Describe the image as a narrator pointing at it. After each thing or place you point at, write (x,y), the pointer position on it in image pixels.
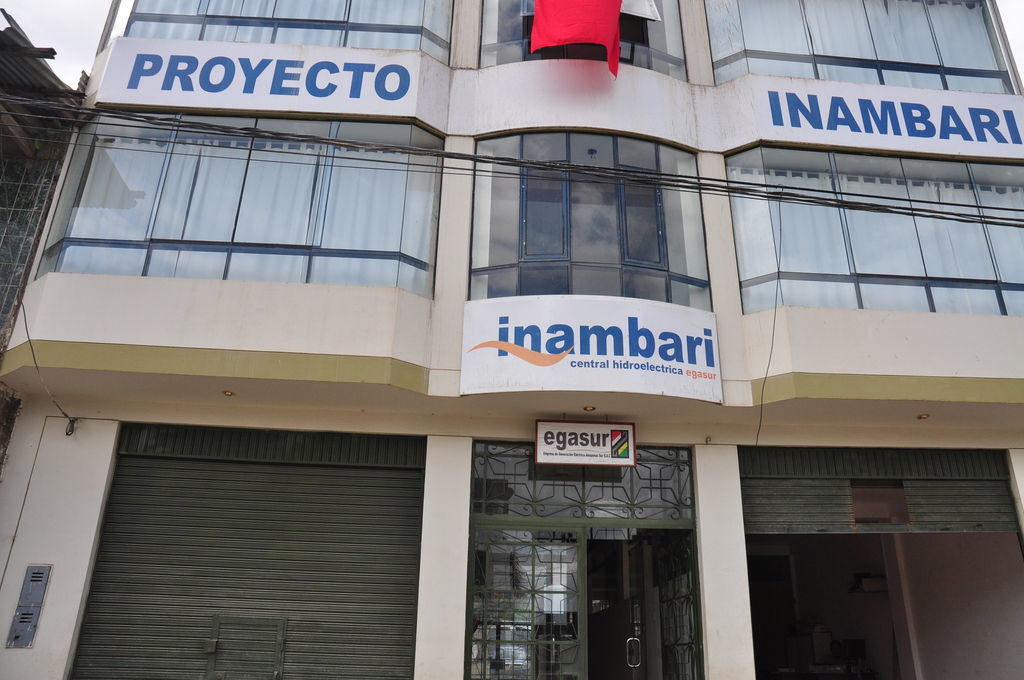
In the image there is a building (495,204) and below the building (474,403) there is an entrance door (562,609) and on the other side of the door (496,561) there are two shutters (140,596). There are many windows (478,214) to the building (755,71).
